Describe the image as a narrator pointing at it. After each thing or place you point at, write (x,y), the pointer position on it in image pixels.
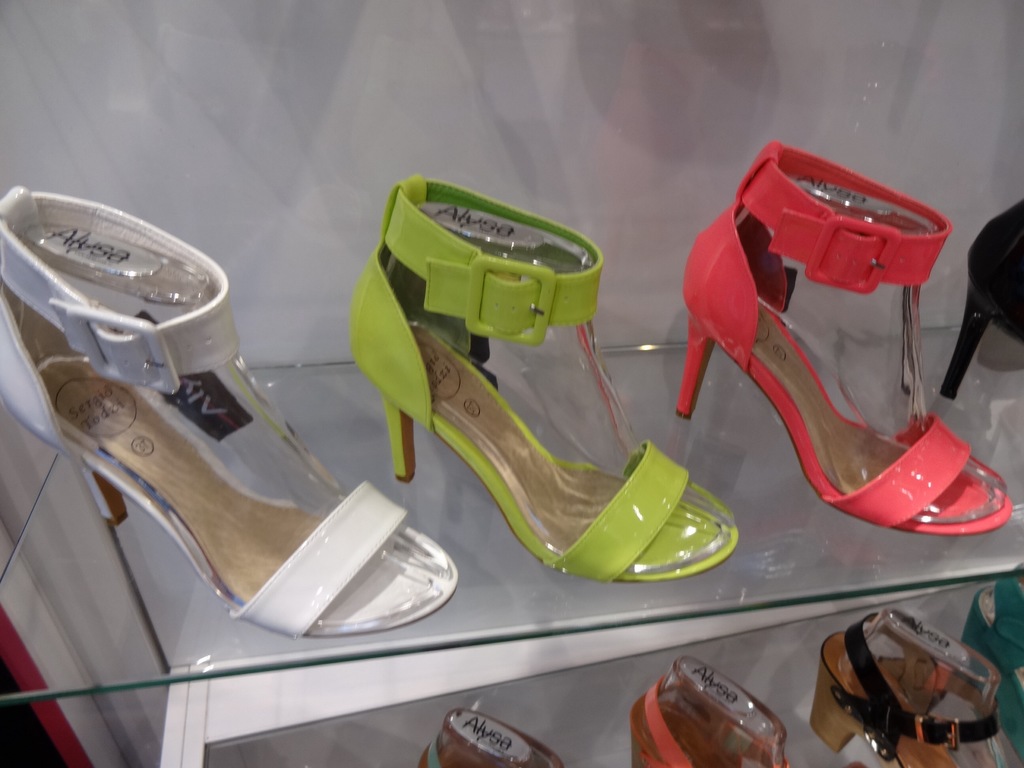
In this image I see the footwear (927,738) on the glass (426,481) and I see they're off white, green, pink, black and brown in color and I see words (487,732) written on it and I see the white wall (650,138).
